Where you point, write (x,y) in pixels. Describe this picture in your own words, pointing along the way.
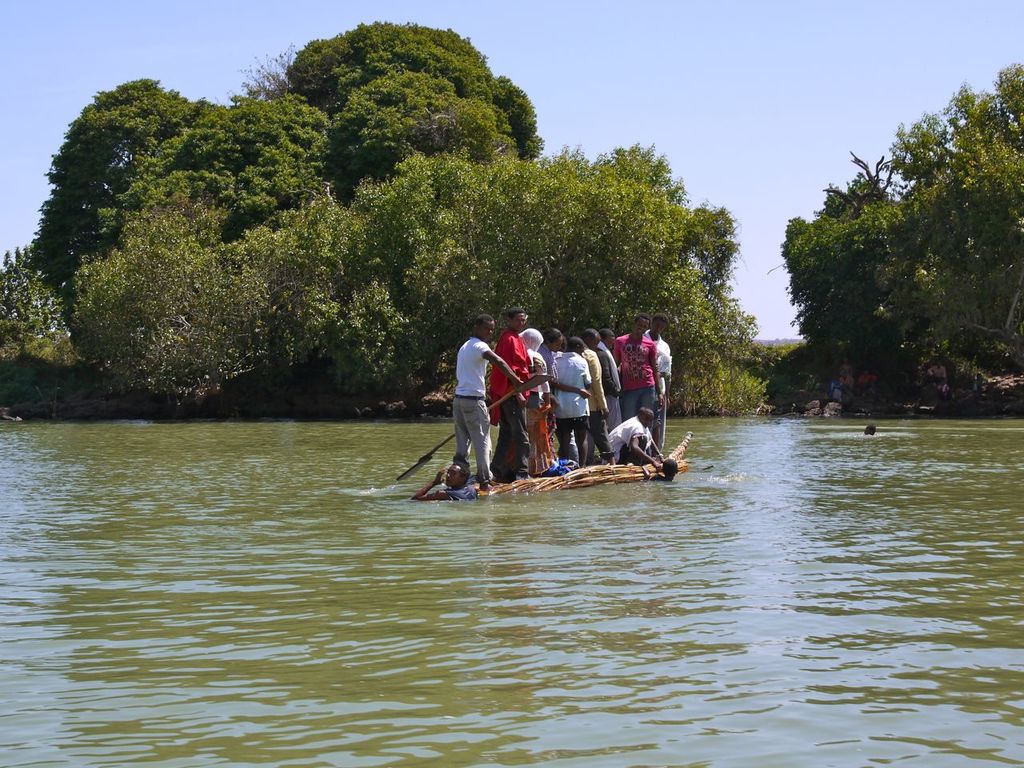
This picture is of outside the city. In the foreground (311,575) we can see a water body (532,635) in which we can see a boat (631,469) and group of people (547,370) standing on the boat (574,477) and a person (626,436) squatting on the boat (633,464). In the background (554,40) we can see the sky (804,42), trees (970,222) and plants (753,374).
